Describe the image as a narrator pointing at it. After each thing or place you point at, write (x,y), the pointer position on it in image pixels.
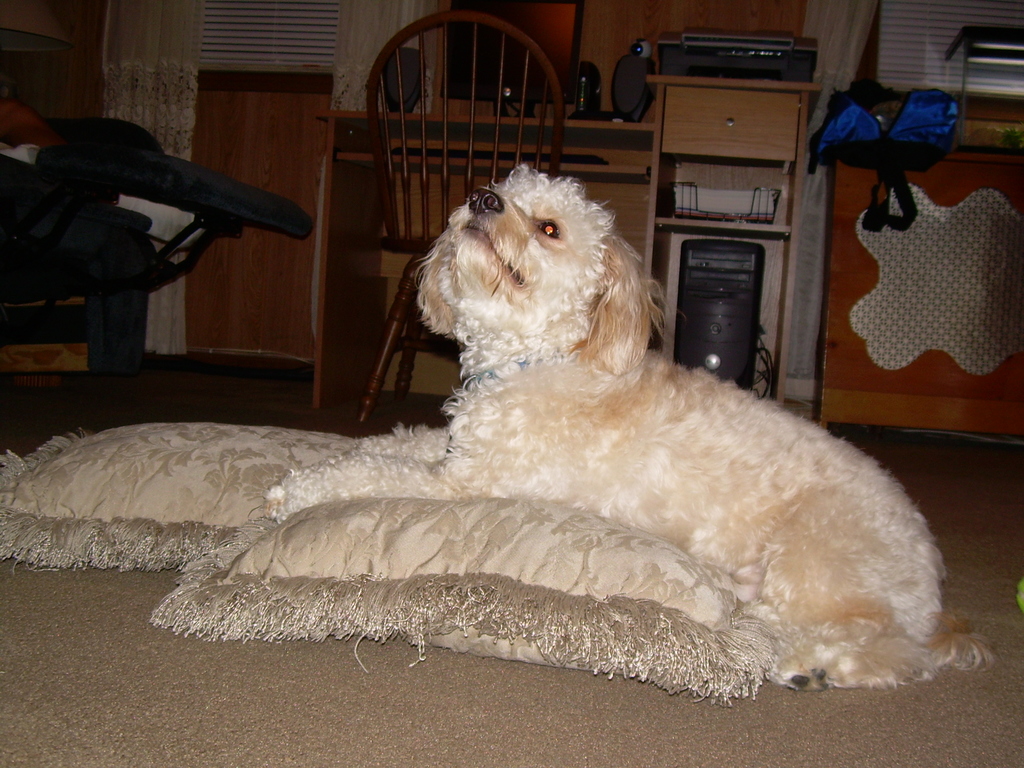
There is a dog (639,417) sitting on a pillow (564,521) and there is a desktop (510,50), chair (524,94) and a table (608,149) beside the dog (658,464).
